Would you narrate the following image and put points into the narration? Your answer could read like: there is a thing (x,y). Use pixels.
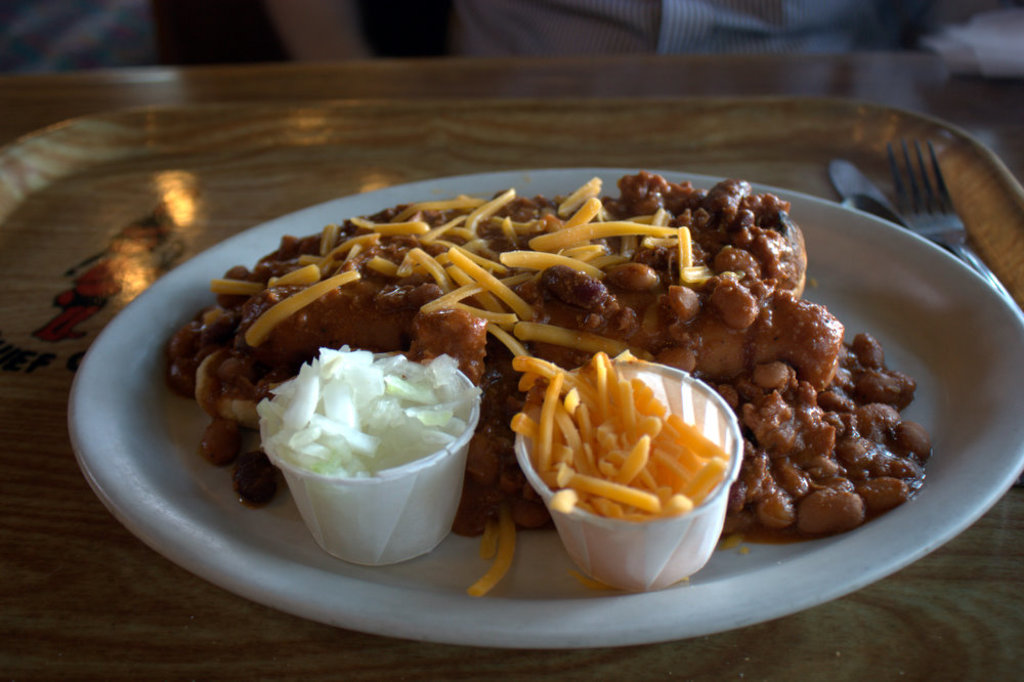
In this image there is a tray (196,132) on table (65,94), on the tray (168,116) I can see white color plate (393,203), on which there is a food (501,287) and there are bowls (573,543), in which there are some onions (423,391) and cheese (595,383) visible, on the tray (791,169) there is a fork (924,194) and knife (873,187) visible on right side (838,181), at the top (536,33) I can see a person (686,34).
